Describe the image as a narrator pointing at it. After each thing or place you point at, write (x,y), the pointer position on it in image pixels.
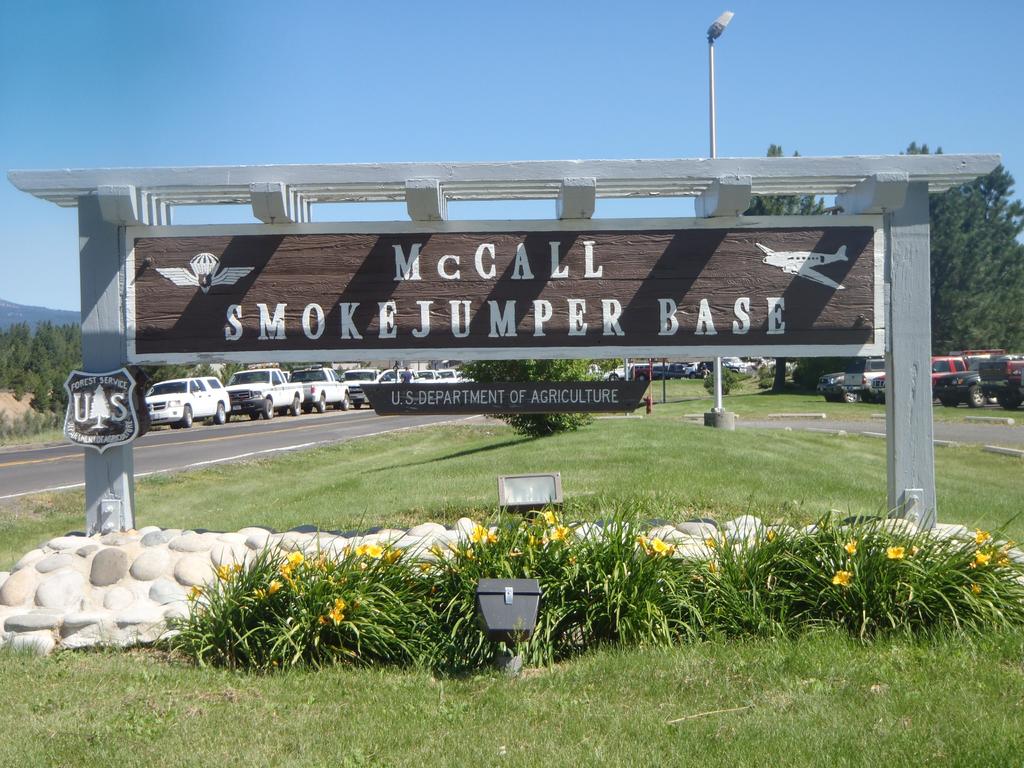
In the picture we can see a grass surface (239,742) and on it we can see some grass plants (995,593) and some yellow color flowers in it and near it, we can see a board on it written as MCcall smokejumper base and behind the board (517,303), we can see a grass surface (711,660) on it, we can see a pole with light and around it we can see a road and some vehicles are parked on it and behind it we can see some trees (67,348), hills (42,316) and sky (74,309).
